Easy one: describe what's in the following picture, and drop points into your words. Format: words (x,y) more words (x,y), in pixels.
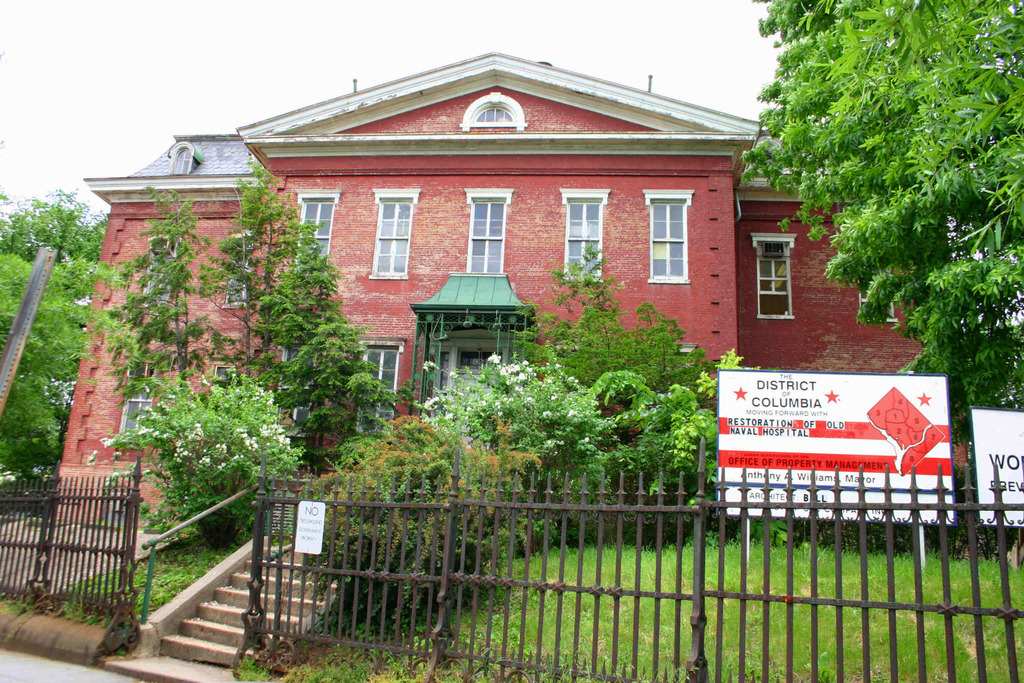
In this image I can see the rail (658,642). I can see the grass (604,603) and trees (350,534). On the right side (800,464), I can see a board (894,455) with some written text (845,469) on it. In the background (367,215), I can see the house (492,241).
